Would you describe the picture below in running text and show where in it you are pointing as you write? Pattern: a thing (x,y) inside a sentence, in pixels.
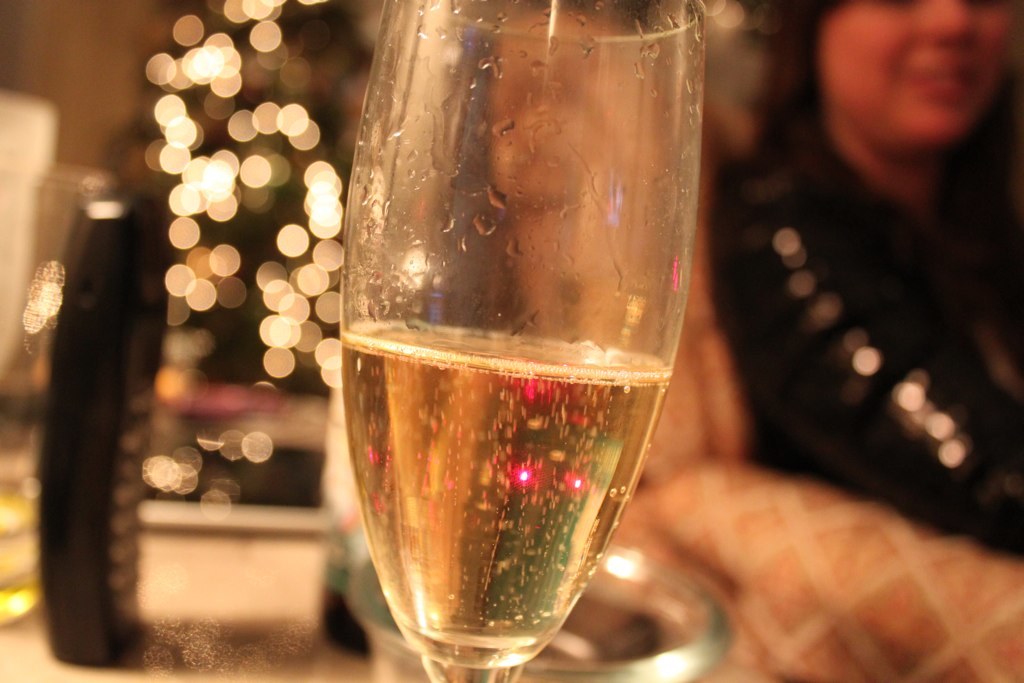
In this image we can see there is a glass of wine (446,450), beside that there is a phone (104,297) and some other objects (374,588) placed on the table (245,611), beside the table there is a lady (814,323) sat on the couch (803,508). In the background (321,243) there are lights (152,470).
